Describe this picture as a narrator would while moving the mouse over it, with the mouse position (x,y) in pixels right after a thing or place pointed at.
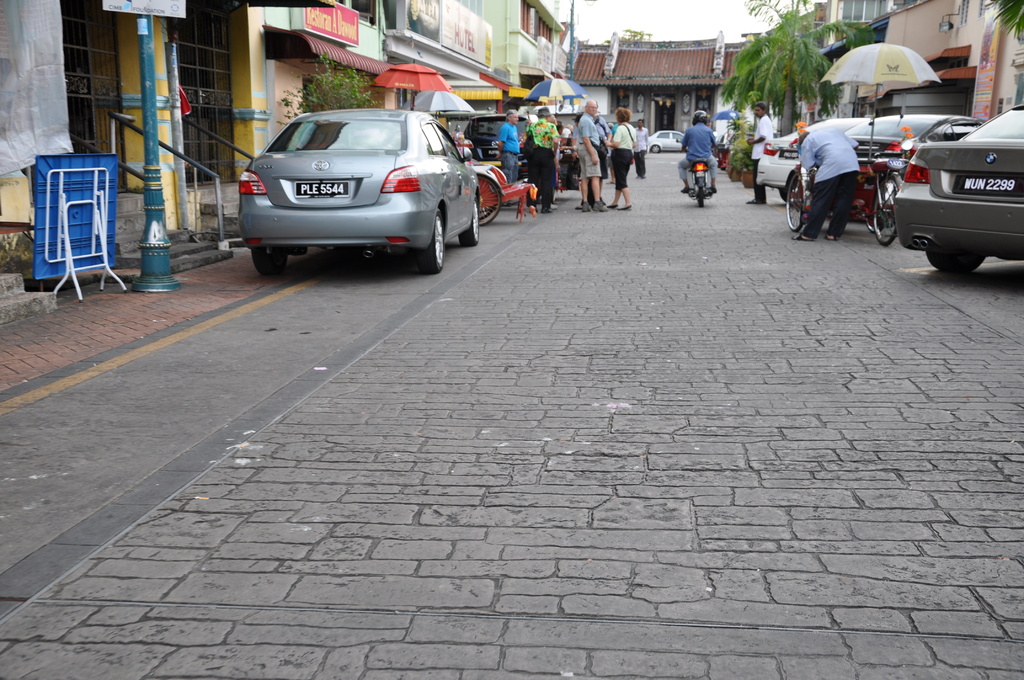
In this picture we can see a group of people (618,190), vehicles (362,187) on the road (467,270), umbrellas (864,67), posters (445,23), poles (182,177), plants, buildings (538,23) with windows (869,14), some objects (186,110), trees (733,89) and a person (702,127) wore a helmet (698,115), sitting on a bike (699,160) and in the background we can see the sky (702,36).
